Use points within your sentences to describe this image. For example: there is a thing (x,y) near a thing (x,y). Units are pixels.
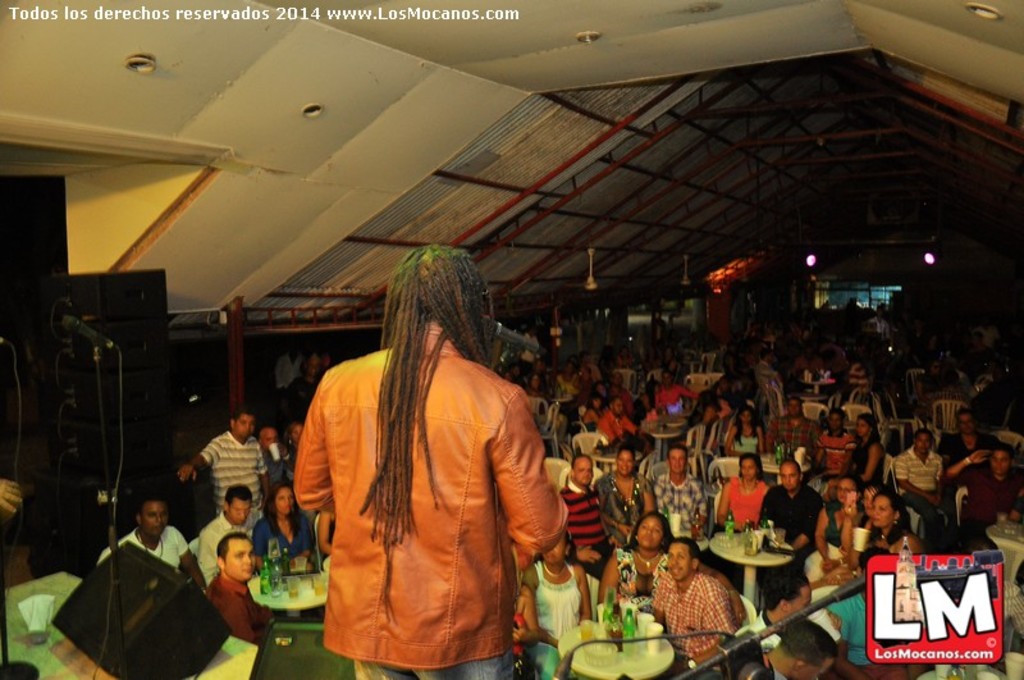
In this image we can see a shed (582,129) with rods (713,191) and fans (687,273) attached to the rods (657,225). And there are people (858,473) sitting on the chairs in front of the table (632,665), on the table (659,649) there are bottles (608,605), cups (656,626) and a few objects (770,526). We can see there are a few people (365,525) standing and there are speakers (124,597), microphone (91,340), and few objects (35,616).
